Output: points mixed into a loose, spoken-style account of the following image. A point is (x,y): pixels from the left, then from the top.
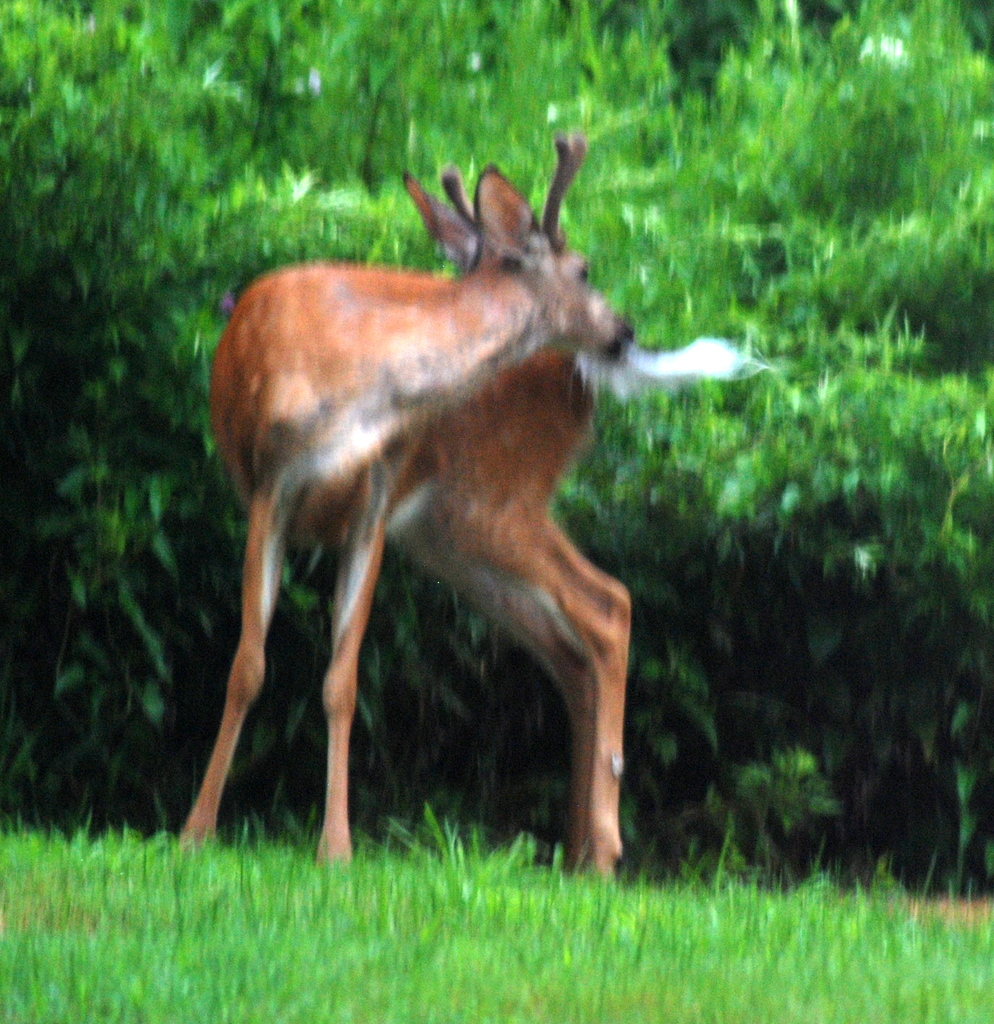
In this image, I can see a deer (555,642) standing. This is a grass (636,952). In the background (777,237), these are the trees (361,132), which are green in color.
